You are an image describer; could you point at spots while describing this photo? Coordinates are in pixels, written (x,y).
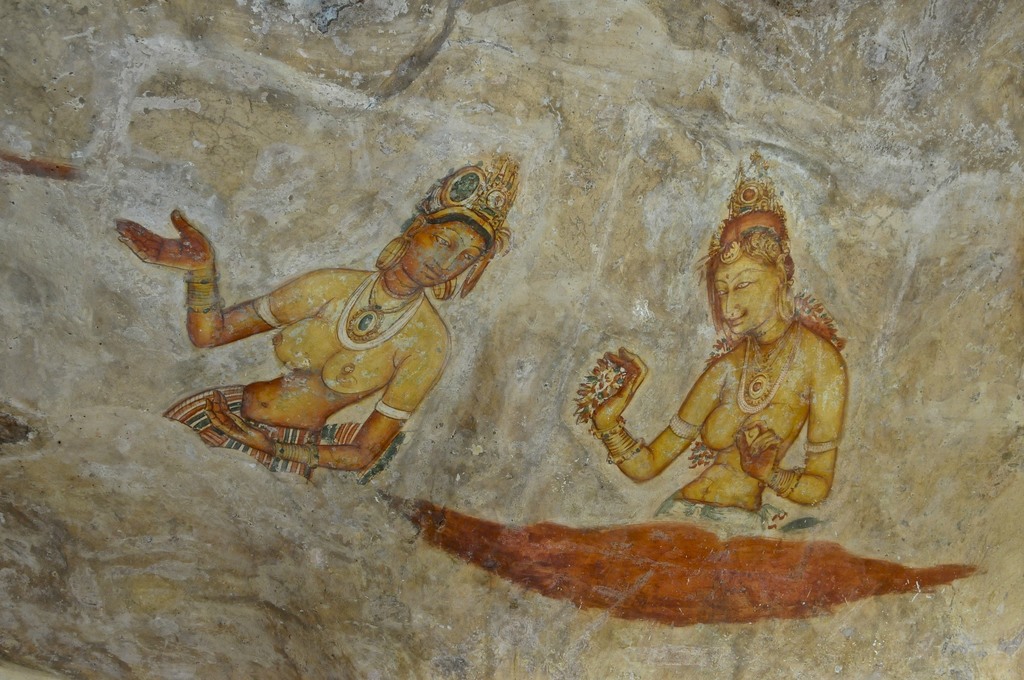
In the center of this picture (428,376) we can see the painting (782,479) of two women (622,415) wearing jewelry (484,215) and seems to be standing. In the foreground (855,569) we can see the painting (642,558) of an object (677,614). In the background (213,621) we can see the rocks (100,397).
